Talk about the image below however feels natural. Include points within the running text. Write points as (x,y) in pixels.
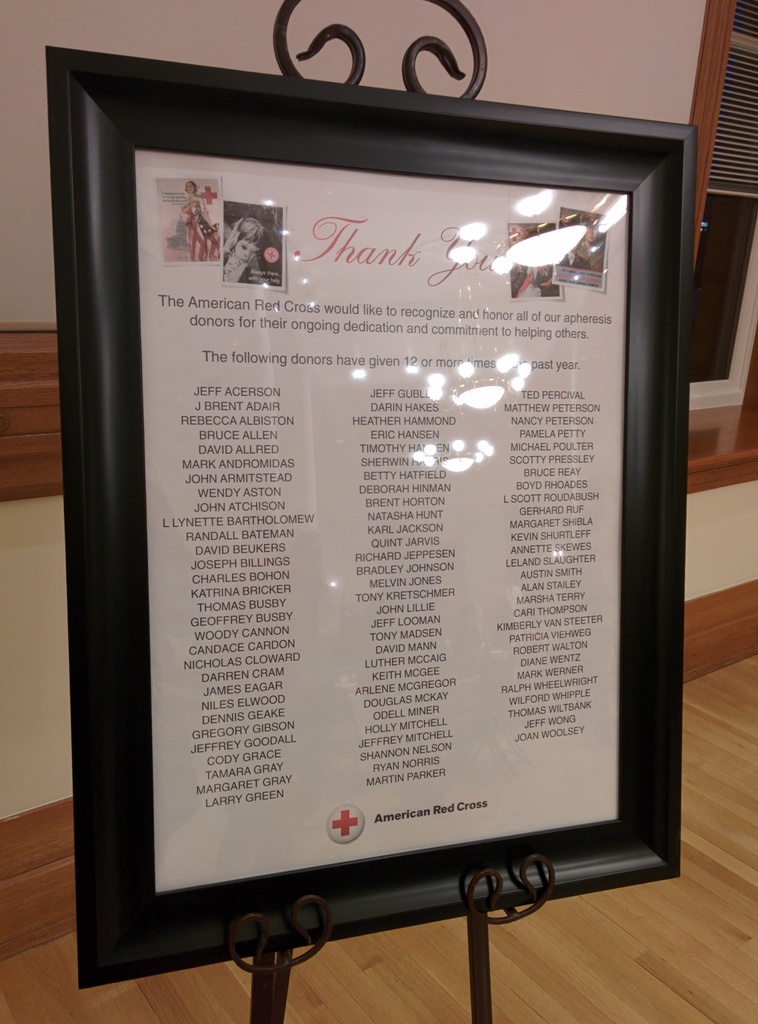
Here I can see a black color frame (651,579) on which I can see some text (203,607). This is attached to a metal stand (485,940) and this metal stand (472,982) is placed on the floor (629,966). In the background (568,58) there is a wall (574,54) and a window (722,210).
